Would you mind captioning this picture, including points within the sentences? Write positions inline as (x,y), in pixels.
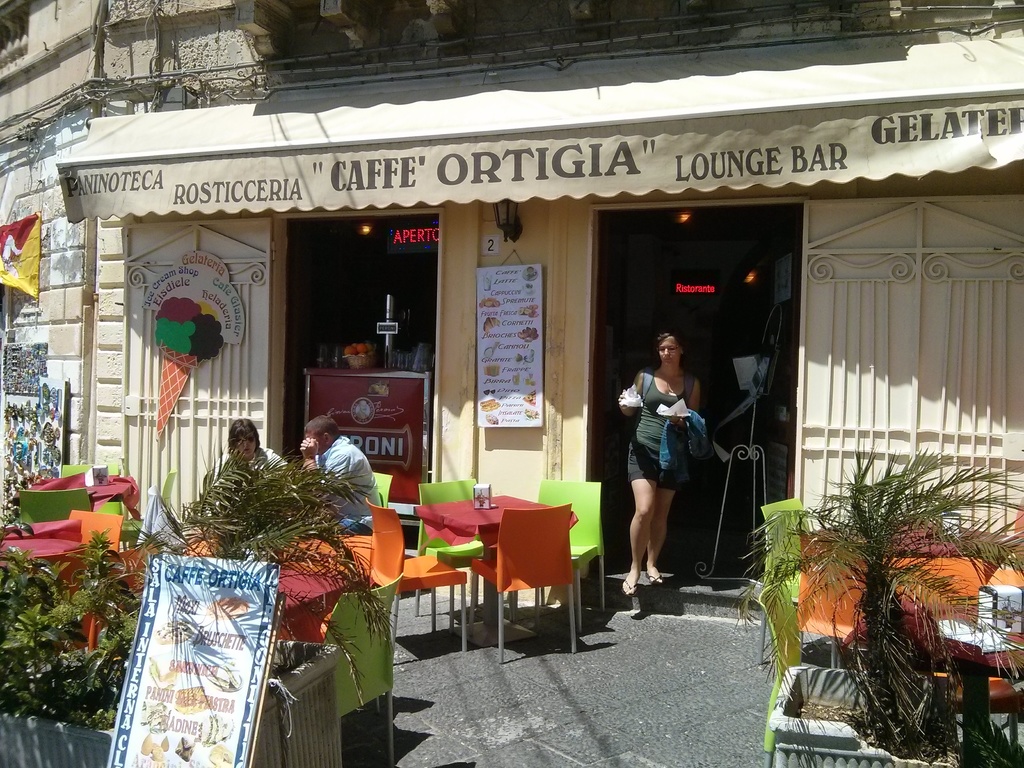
In the center (671,395) we can see one woman (658,431) standing and holding tissue paper (658,408). On the left (260,447) we can see two persons (246,454) were sitting on the chair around the table (296,576). And we can see few more empty chairs (332,546) and plant (324,535). On the right (955,565) again there is a table (899,543) and two chairs (830,615). in the background (748,324) we can see shop (640,279) and wall (87,360).
